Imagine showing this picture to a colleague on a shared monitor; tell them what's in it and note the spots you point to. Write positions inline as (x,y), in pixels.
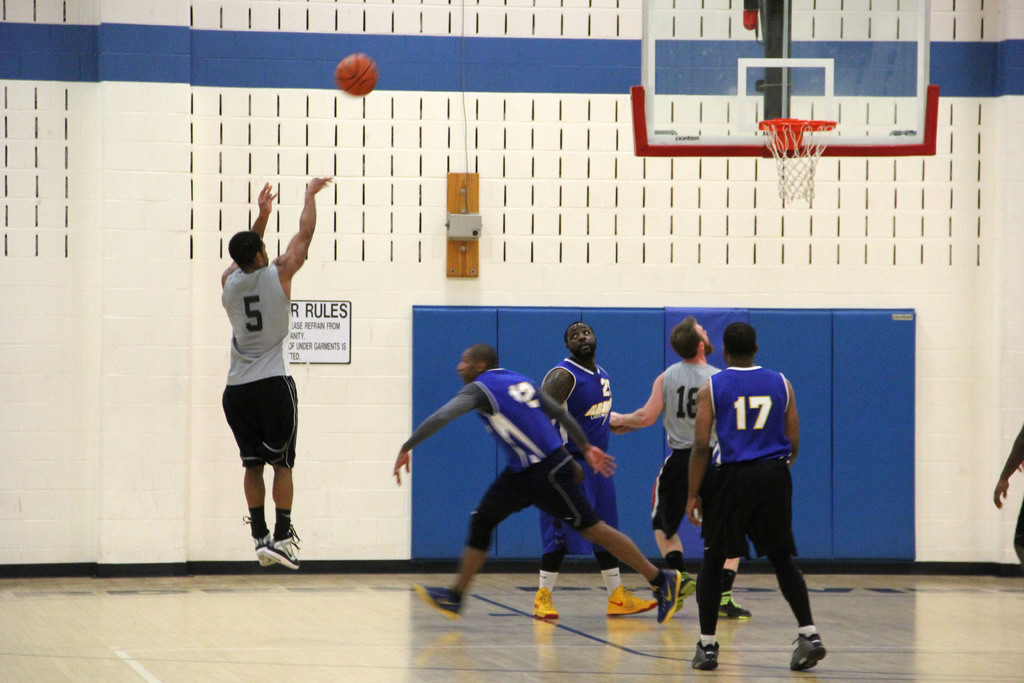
In this image I can see on the left side (265,446) a man (259,497) is jumping, he wore grey color t-shirt (279,358) and a black color short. On the right side (733,504) a group of people (560,550) are standing and these all people (516,379) are playing the basketball.
